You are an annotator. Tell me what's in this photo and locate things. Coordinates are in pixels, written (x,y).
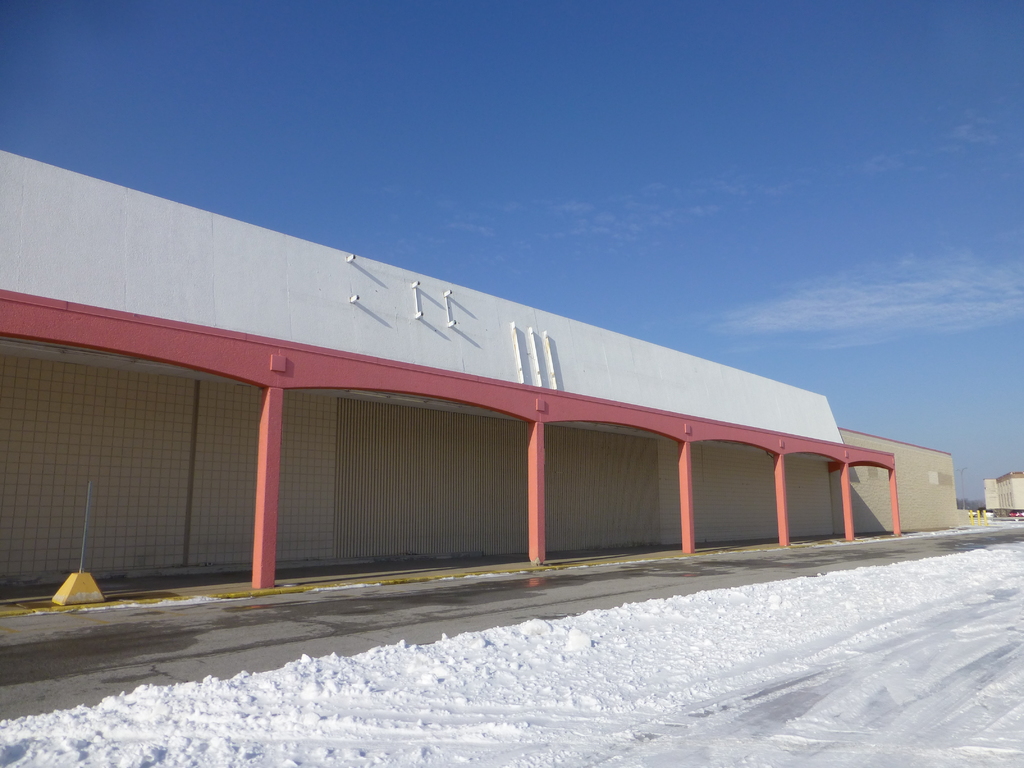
In this picture there is a building (377,316) which is in white and pink color and there is snow (790,649) beside it and there are few vehicles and some other buildings (1008,485) in the right corner (1012,499) and the sky (959,454) is in blue color.
